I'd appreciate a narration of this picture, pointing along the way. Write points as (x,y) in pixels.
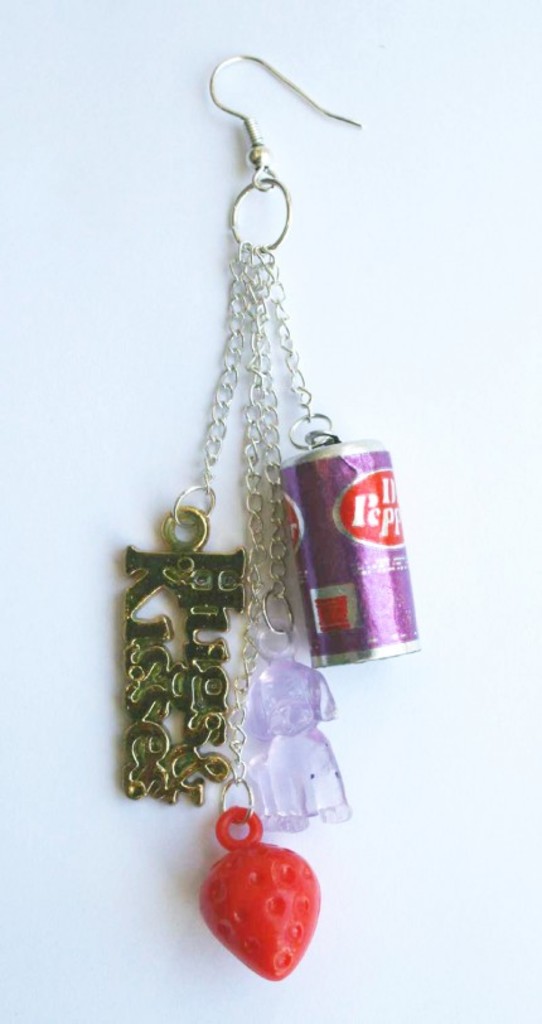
In this image we can see some objects (274,698) attached to a hook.
